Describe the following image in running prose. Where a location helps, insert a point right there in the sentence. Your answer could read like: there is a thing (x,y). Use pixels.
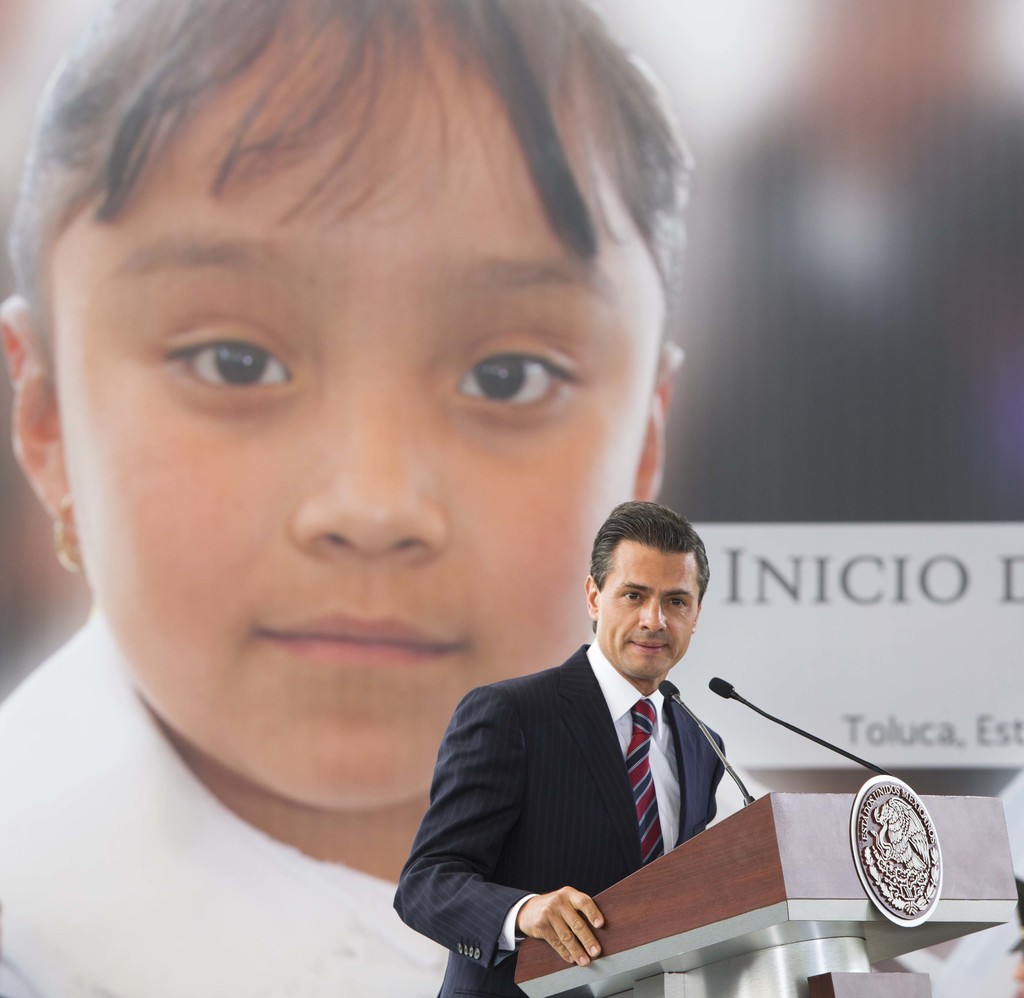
This is the man (567,819) standing. I can see a podium (746,937) with the two mikes (731,775) and a logo (868,864) attached to it. This man (627,772) wore a suit (612,771), shirt (623,723) and tie (634,746). In the background (383,642), that looks like a banner (959,394) with the picture (637,460) of a girl (282,578).
